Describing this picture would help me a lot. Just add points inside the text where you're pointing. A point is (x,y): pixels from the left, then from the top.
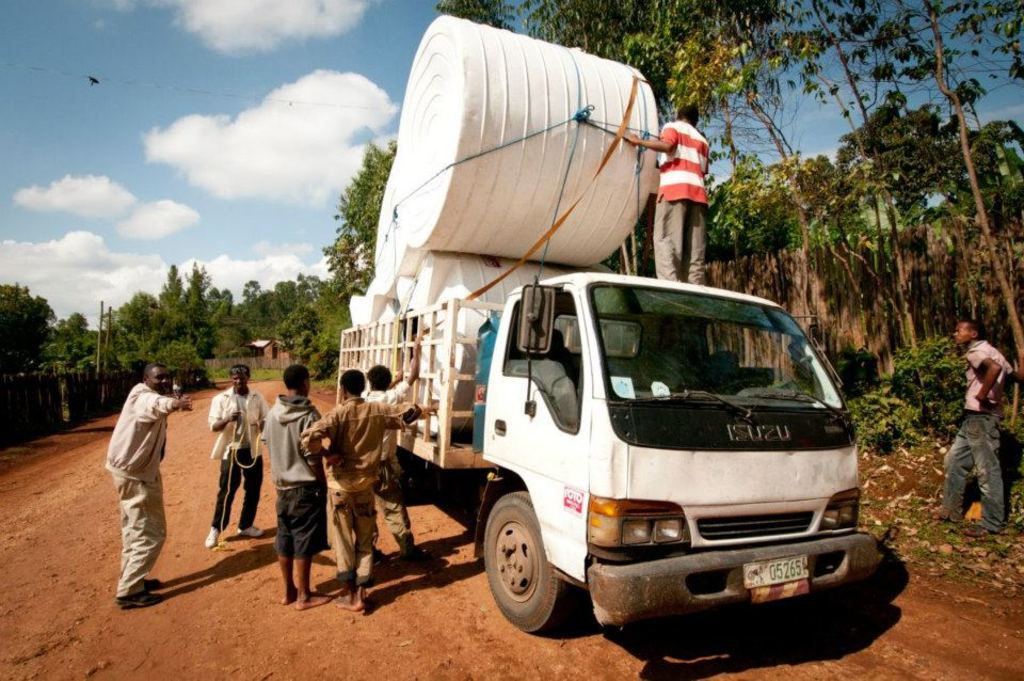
In this image on a truck (675,432) there are water tank (449,213), a man (666,135). There are few people (308,433) beside the truck (468,356). Here there is another person (978,348). In the background (365,249) there are trees (169,346), building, fence (825,288). The sky (235,91) is cloudy.
